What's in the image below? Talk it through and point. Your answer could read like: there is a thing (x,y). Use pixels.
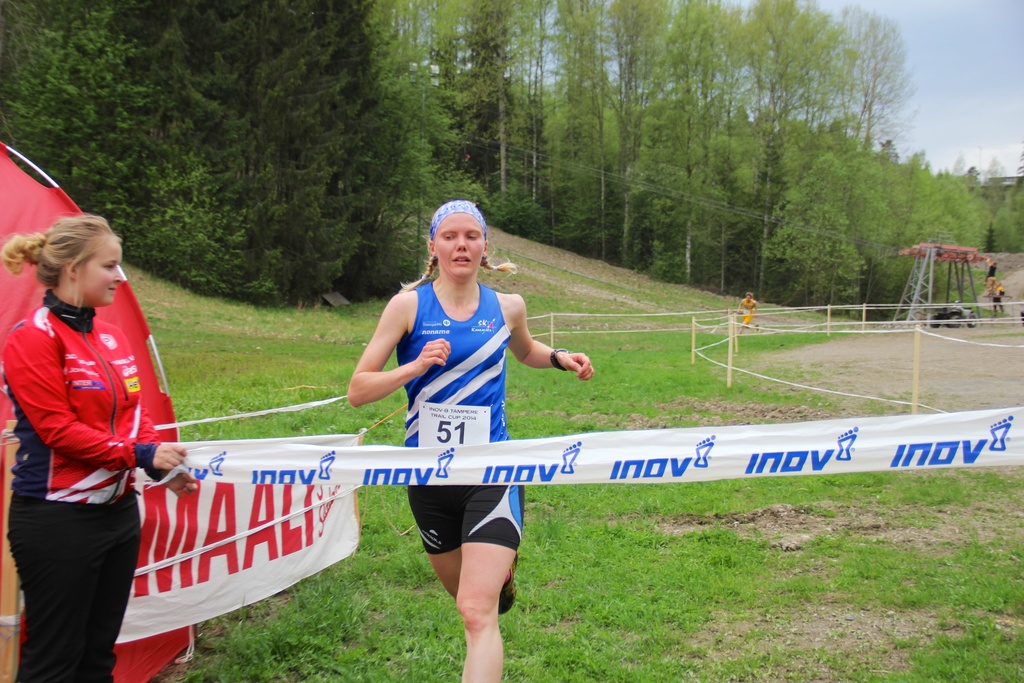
In this picture i can see an object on the left side (157,584). I can also see two women (445,437) among them the woman (56,423) on the left side (65,458) is holding a cloth (595,467) in the hand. In the background (351,409) i can see trees (419,71), grass (681,371) and fence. On the right side (924,307) i can see some objects (970,307) on the ground (945,350).
